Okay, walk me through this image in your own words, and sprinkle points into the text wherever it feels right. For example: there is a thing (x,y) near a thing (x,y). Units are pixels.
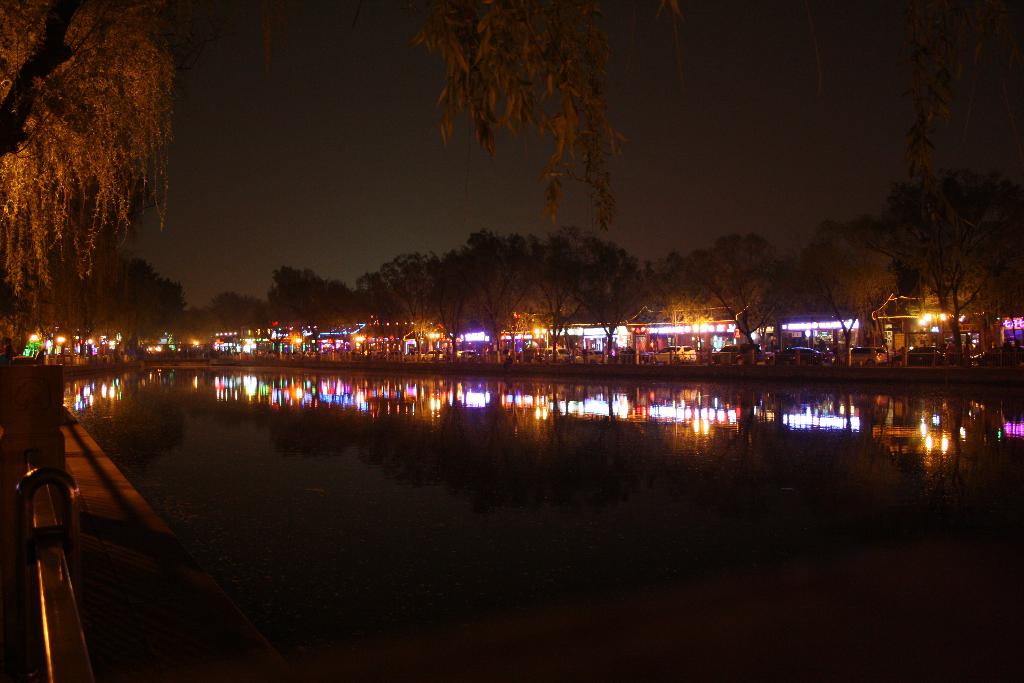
In the image in the center (531,453), we can see water (545,501). In the background (682,151), we can see the sky (1023,174), trees (857,316), buildings (899,336), lights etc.
